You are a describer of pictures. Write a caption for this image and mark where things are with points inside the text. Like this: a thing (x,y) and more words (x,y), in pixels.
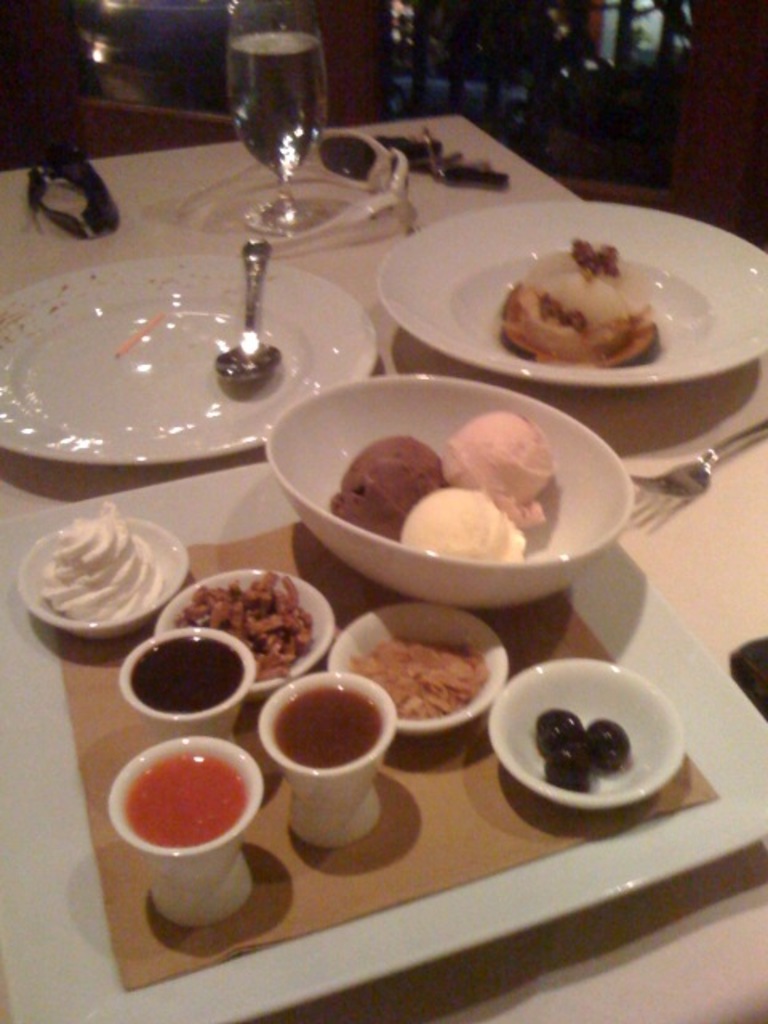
The photo consists of a table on the table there are foods (376,718), spoon (248,315), glasses (287,70) and table mat (252,910).
